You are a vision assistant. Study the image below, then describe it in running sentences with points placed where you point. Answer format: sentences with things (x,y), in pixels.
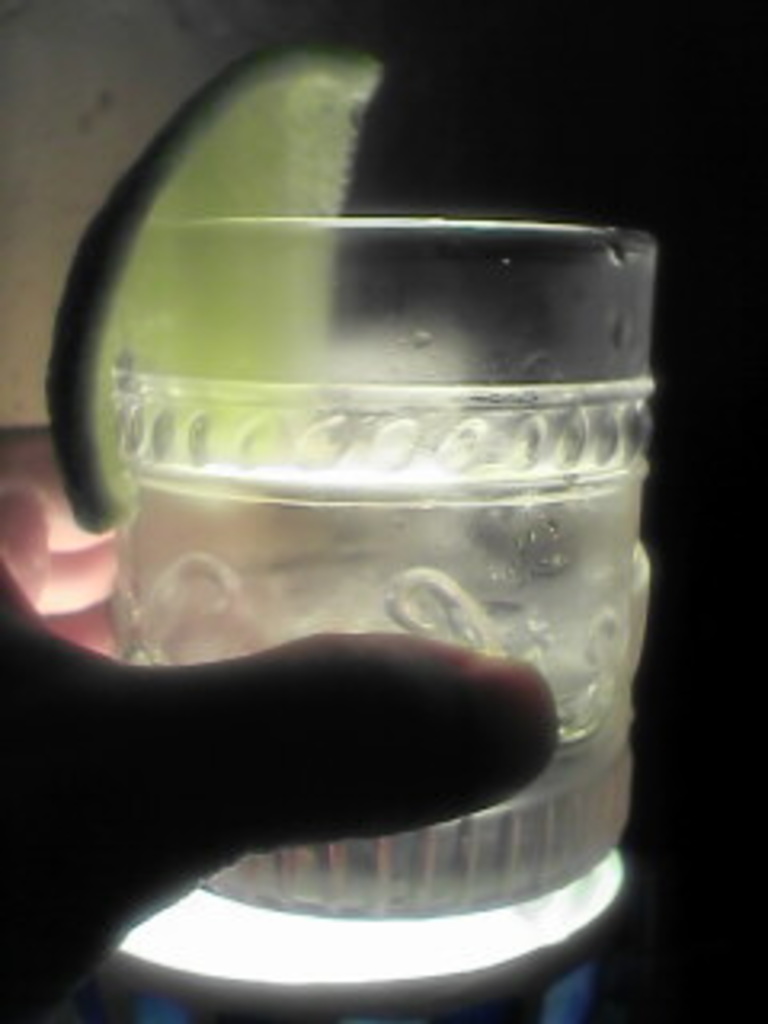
In this image, we can see human fingers (106,781) with glass (405,535). Here we can see a lemon slice (156,322). Background (517,132) there is a dark view. Here we can see a light (380,958).
